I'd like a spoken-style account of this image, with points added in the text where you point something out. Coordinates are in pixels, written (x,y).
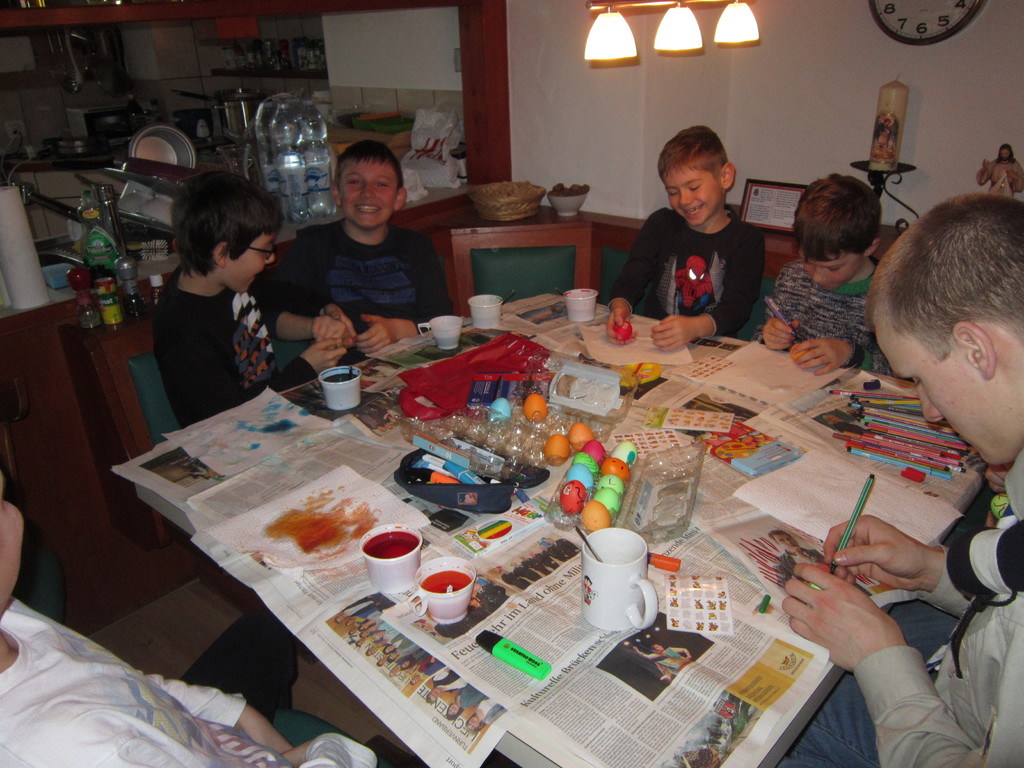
On the background (335,78) we can see a kitchen (273,126). Here we can see a platform (335,131) and on the platform (58,302) we can see bottles (278,107), dishes (228,120). This is a wall (732,110) and a clock (948,5) over it. These are lights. Here we can see a candle (877,161) on a stand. this is an idol (997,165). Here we can see few persons (806,354) sitting on chairs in front of a table (808,442) and on the table (553,368) we can see painting glasses (372,549), highlighter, newspapers (557,642), mug (639,618), sticker paper (716,582). We can see these persons (835,621) holding pen (851,532) in their hands (834,549). This is a floor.
